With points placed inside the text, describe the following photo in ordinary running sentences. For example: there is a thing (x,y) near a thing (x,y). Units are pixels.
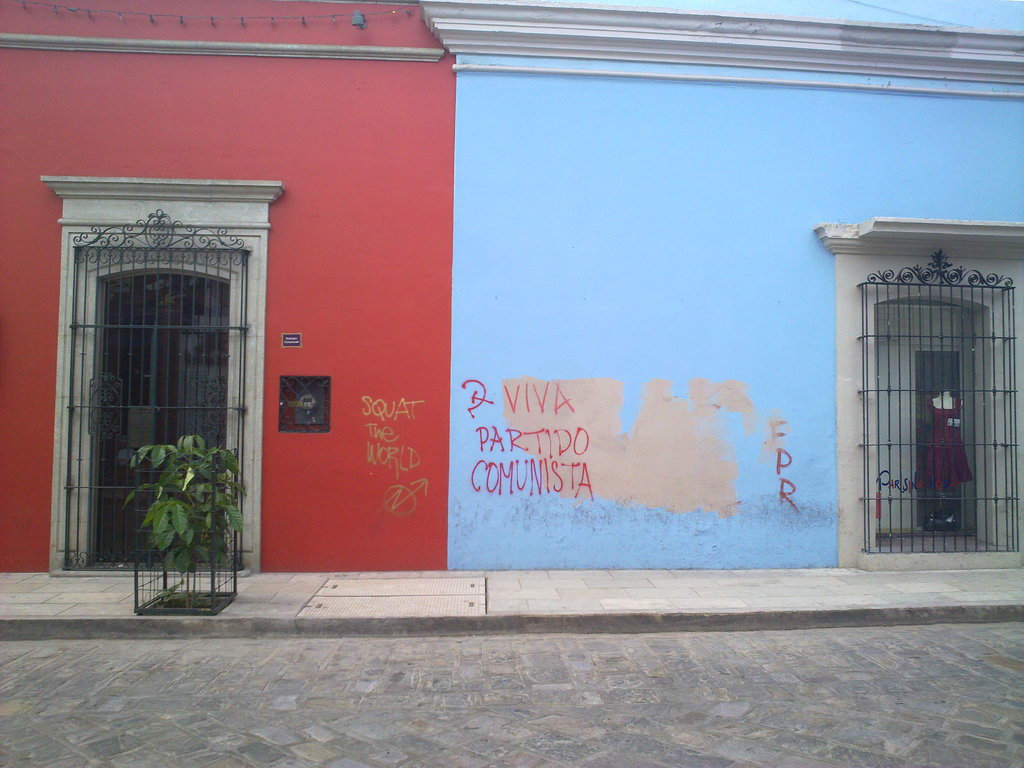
In the picture I can see buildings (385,404). These buildings (413,315) are red and blue in color. I can also see a plant (201,561), doors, something written on the wall (448,446) and some other objects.
